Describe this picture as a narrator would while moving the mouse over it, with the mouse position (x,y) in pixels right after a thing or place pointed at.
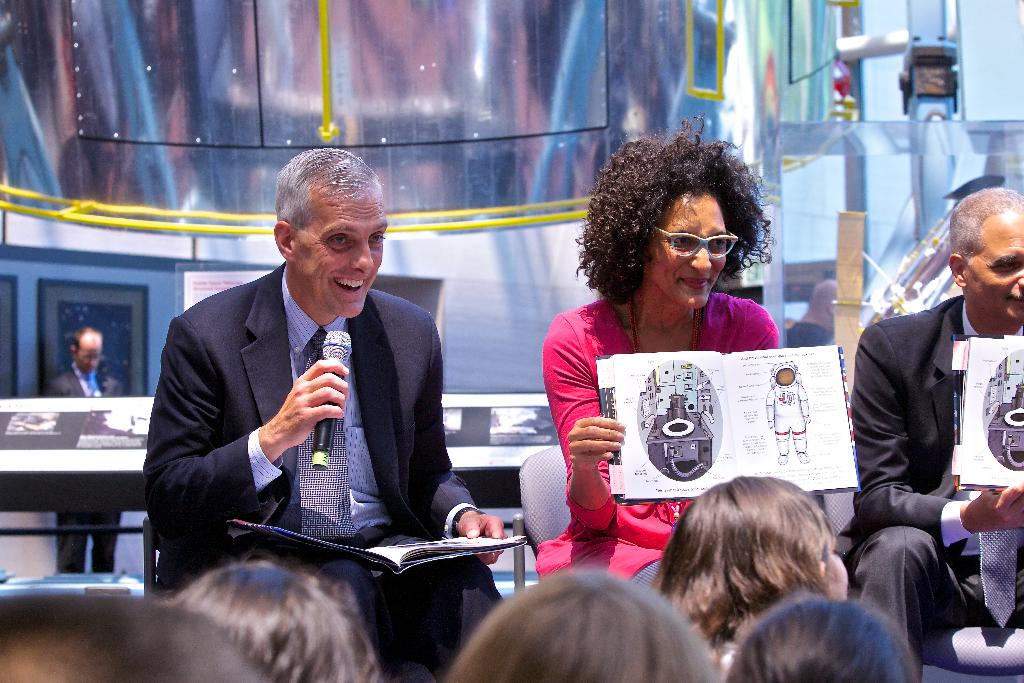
In this image we can see a few people (350,611), among them, some are sitting on the chairs (552,482) and holding the objects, behind them, we can see a table (75,507) and in the background (404,219), we can see the wall (158,278).
